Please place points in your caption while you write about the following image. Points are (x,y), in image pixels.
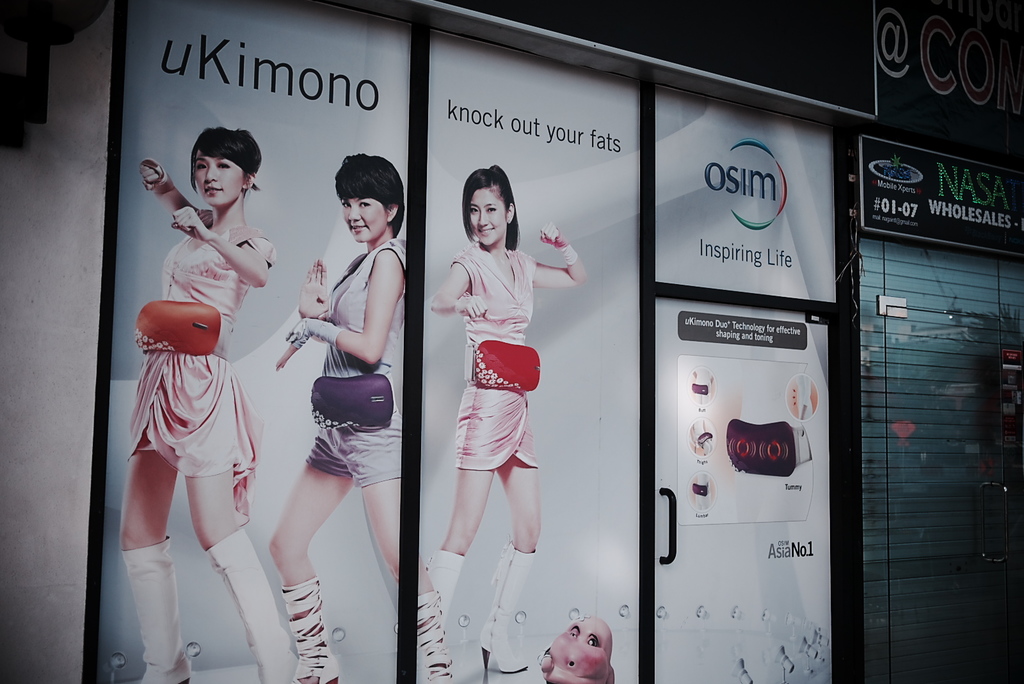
In this image we can see a building (755,406) with a door (731,587). We can also see some pictures (520,435) of the women (327,504) on the wall (318,536). We can also see some text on it.
